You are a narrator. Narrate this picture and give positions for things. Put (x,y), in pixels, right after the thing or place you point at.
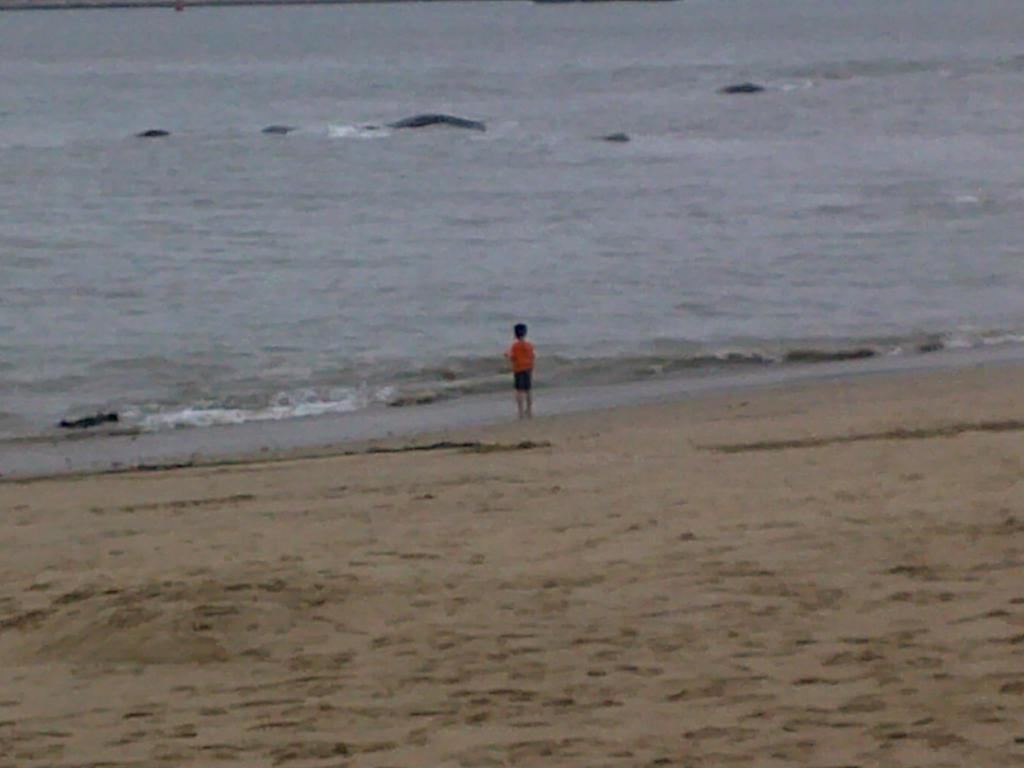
In this image there is a child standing on the seashore (498,424). In the background (350,314) there is a sea (270,325).
